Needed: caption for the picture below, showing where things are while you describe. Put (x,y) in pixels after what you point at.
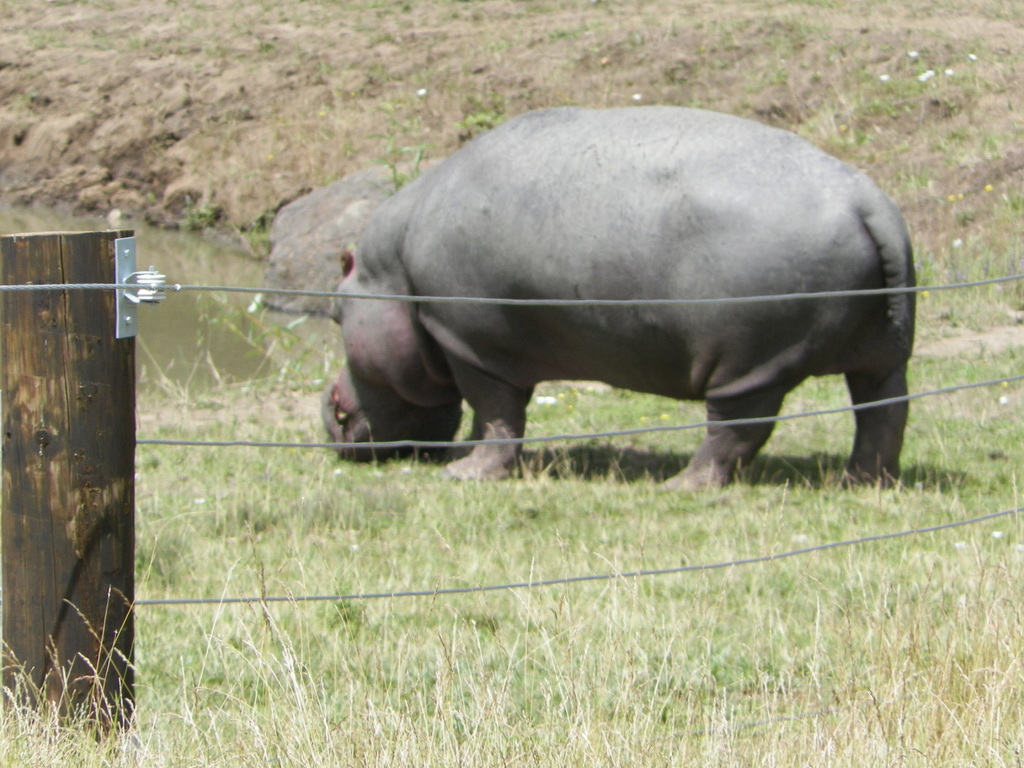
There is a fence (57,560). There is a hippopotamus (369,410) on the grass (178,494). There is water (176,323) at the left (218,326) back.
